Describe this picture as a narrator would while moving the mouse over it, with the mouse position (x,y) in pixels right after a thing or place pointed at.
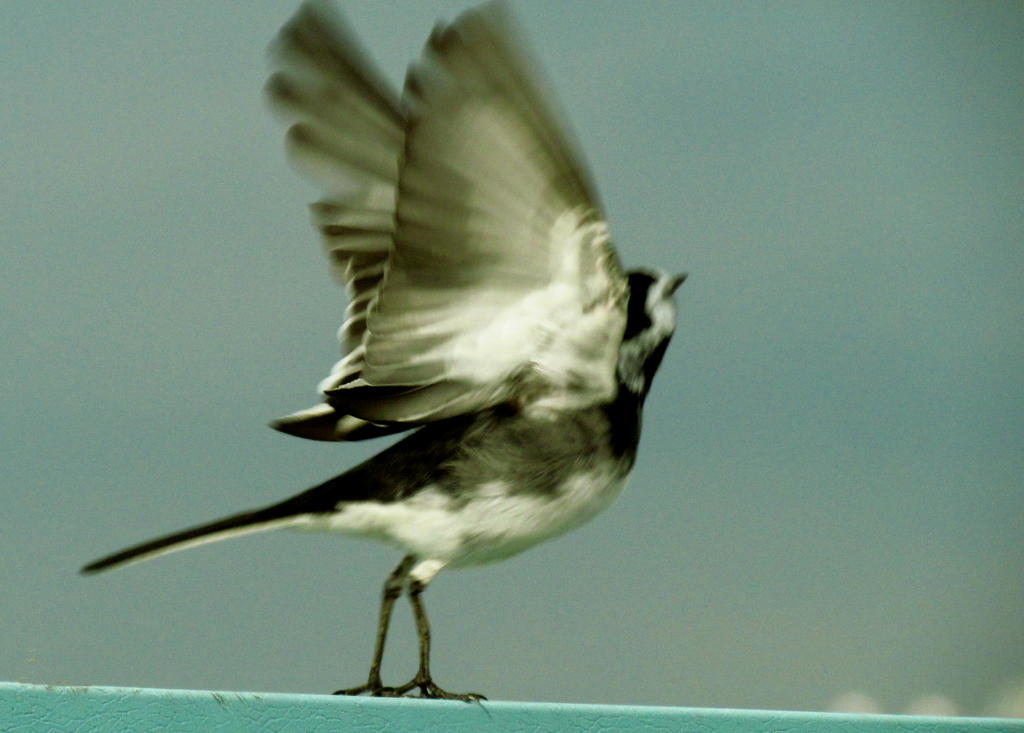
There is a bird (411,519) standing on a blue color object (206,696). It is about to fly.
